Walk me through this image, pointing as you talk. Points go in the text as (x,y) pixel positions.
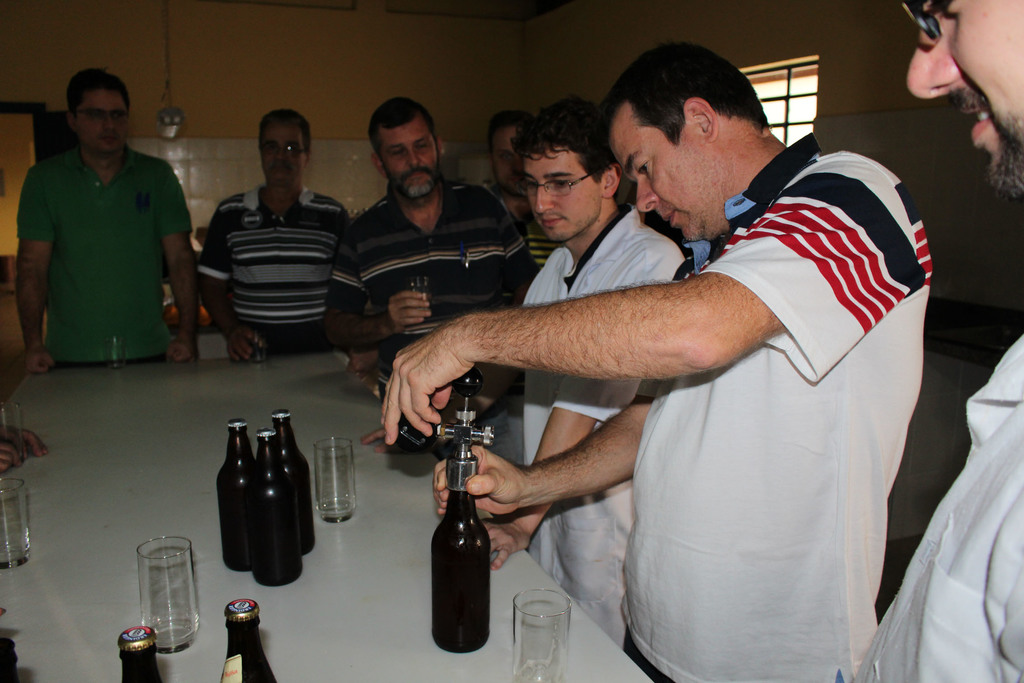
Here we can see a group of people (672,200) standing in front of a table (106,553) having glasses (157,557) and bottles (228,501) present on it and the person (643,481) in the front (634,432) is opening the cap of the bottle (468,500).
